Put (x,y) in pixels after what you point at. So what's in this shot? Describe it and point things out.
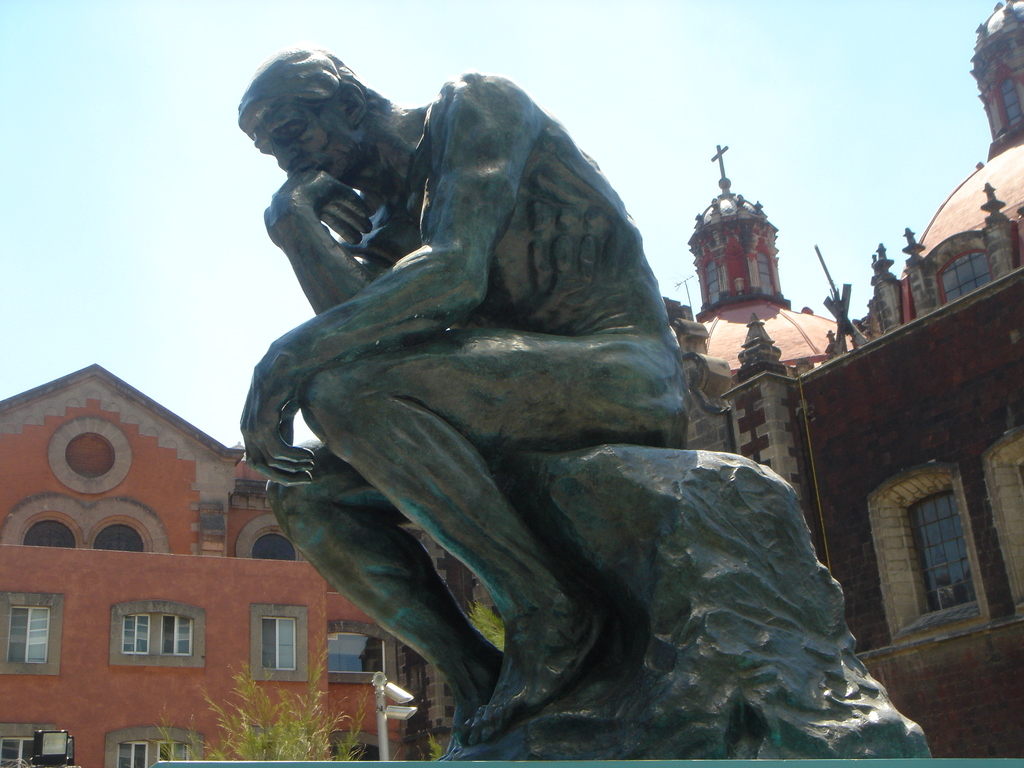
In the image in the center (590,419) there is a statue (533,478), which is in black color. In the background (949,77), we can see the sky (296,421), clouds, buildings (982,338), windows (924,486), trees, one pole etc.
